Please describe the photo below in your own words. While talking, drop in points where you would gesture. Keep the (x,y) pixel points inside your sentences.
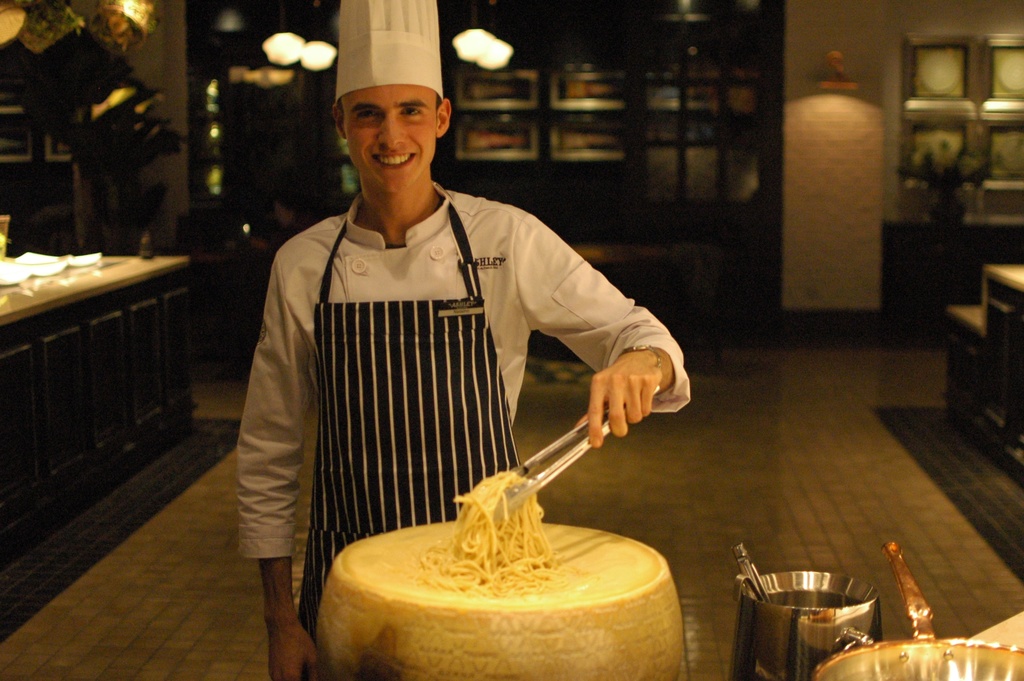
In this picture we can see a man (484,342) is standing and holding noodles (516,533) using a tong (508,497), on the left side (109,315) there is a table (149,321), we can see a bowl (920,637) at the right bottom (814,620), in the background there are lights (469,47), they are looking like photo frames (969,130) in the background (984,119).
